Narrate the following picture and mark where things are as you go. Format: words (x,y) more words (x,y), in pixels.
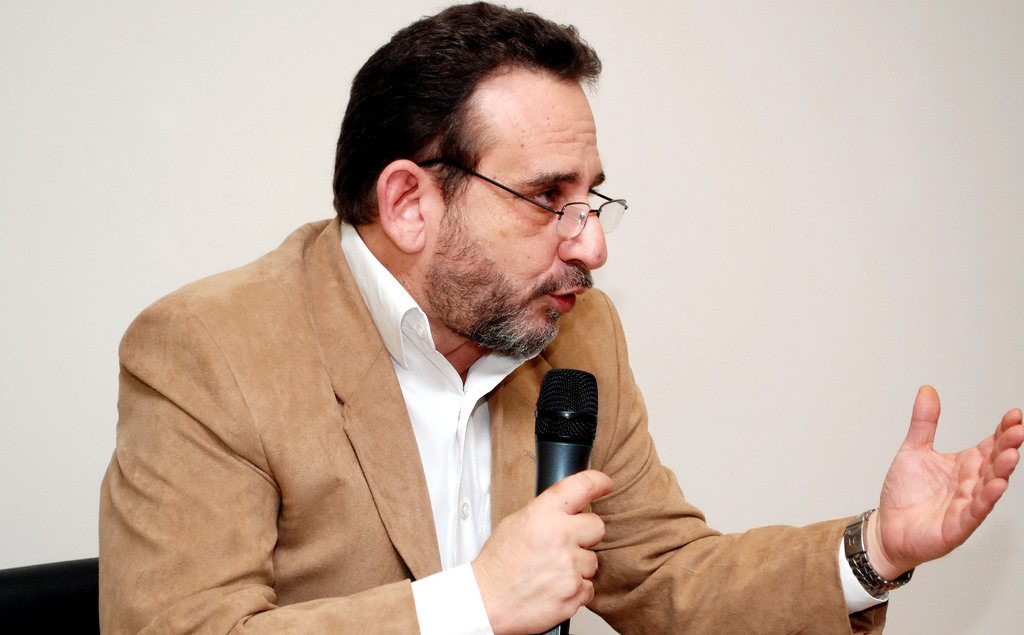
In this picture we can see a man (411,358) is talking with the help of microphone (564,411).
